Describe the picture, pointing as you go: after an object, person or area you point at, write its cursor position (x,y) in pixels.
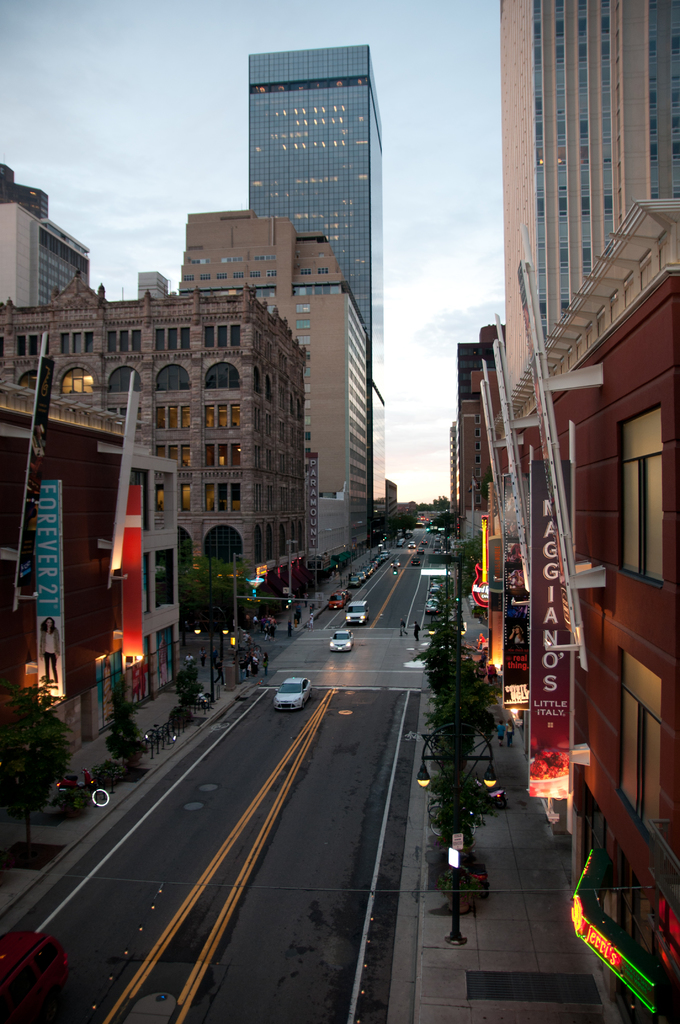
This image is clicked in the city. At the bottom (240,832), there is a road (348,744), on which there are cars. To the left (170,527) and right, there are buildings (358,392) and skyscrapers (215,257). At the top (97,98), there is a sky (83,170).
